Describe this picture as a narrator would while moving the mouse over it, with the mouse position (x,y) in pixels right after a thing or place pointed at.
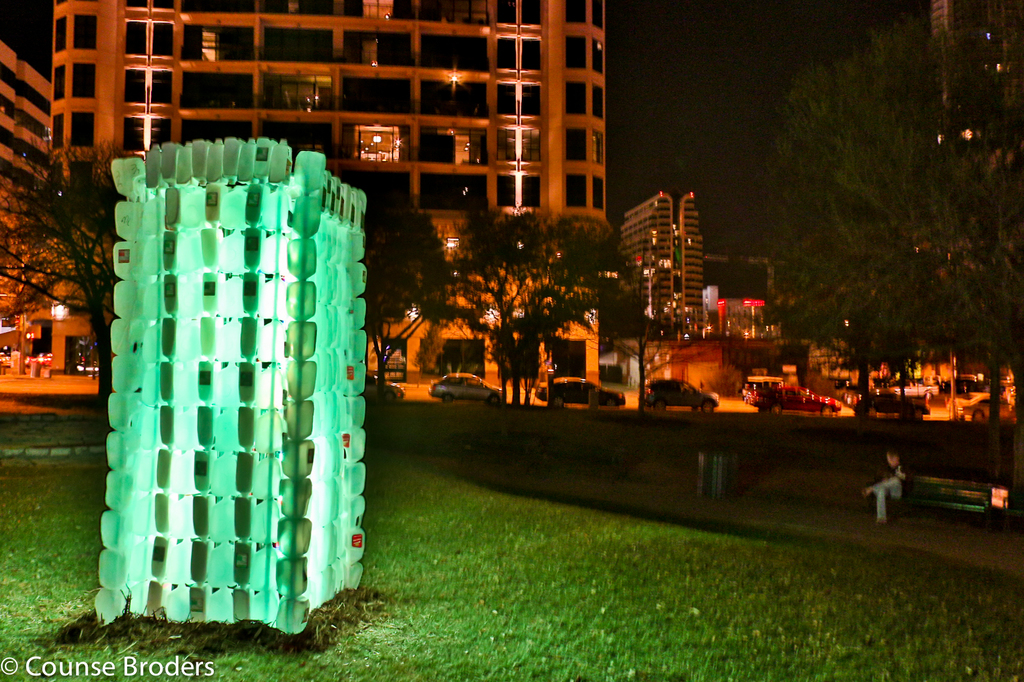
In this image we can see the structure (344,412) made of bottles (335,422) with some lighting (358,530) on the ground (459,621). On the right side (780,545) we can see some grass (739,596), a dustbin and a person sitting on a bench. On the backside (399,331) we can see a group of buildings (419,333) with windows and lights (412,320), a group of trees (460,280), cars (585,382) and the sky (617,162).
